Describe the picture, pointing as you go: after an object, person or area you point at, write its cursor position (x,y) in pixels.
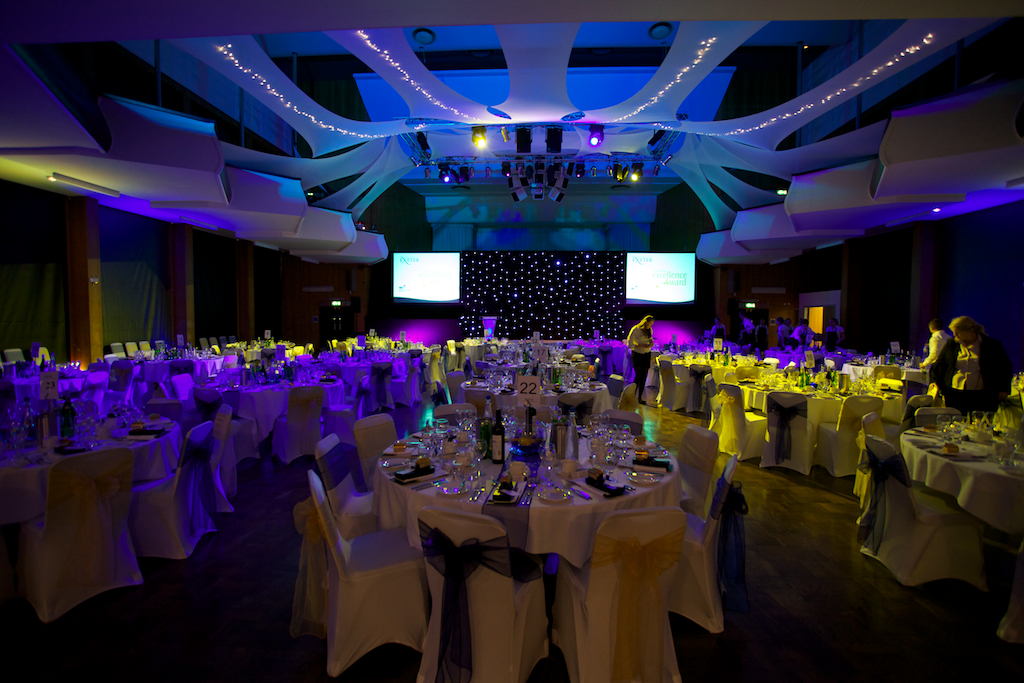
In the foreground of this image (382,612), there are chairs (319,468) around tables (982,451) on which there are glasses (553,462), bottles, spoons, forks (582,490), platters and few more objects (529,413). We can also see few people (938,369) standing on the right (958,371). In the background (653,291), there are two screens (457,264) and few lights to the ceiling (469,59).
